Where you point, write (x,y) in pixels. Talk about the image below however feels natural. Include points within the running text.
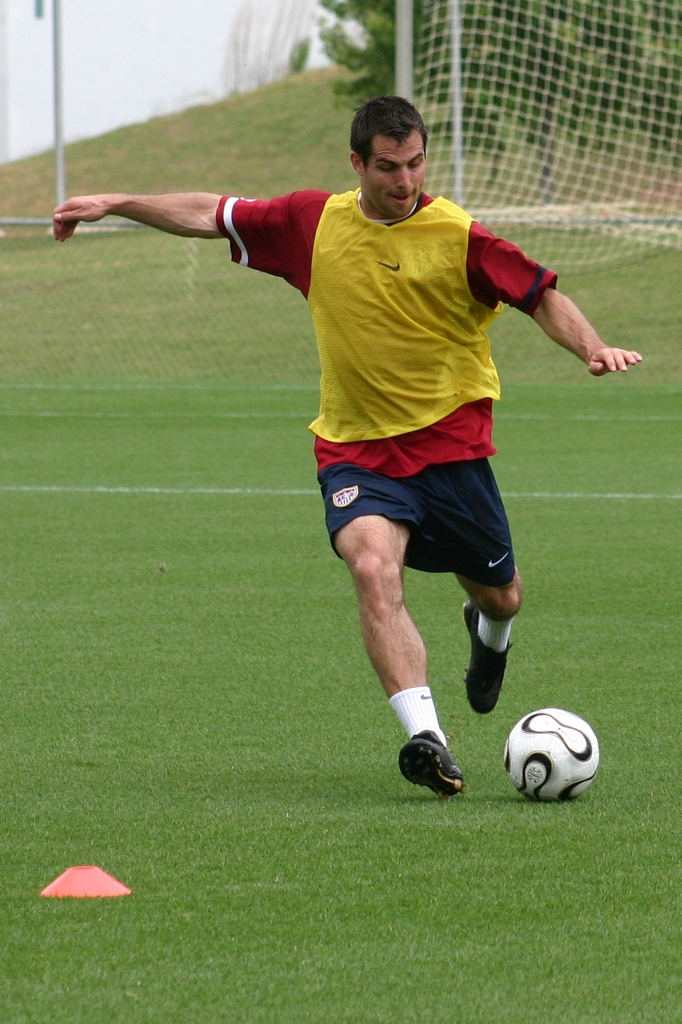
In this image I can see a person (462,415) wearing yellow, red and a blue color dress (470,439). I can see a ball (559,764), orange color object (93,879) in the garden (220,514). Back I can see the net fencing (494,74) and trees (570,78).
